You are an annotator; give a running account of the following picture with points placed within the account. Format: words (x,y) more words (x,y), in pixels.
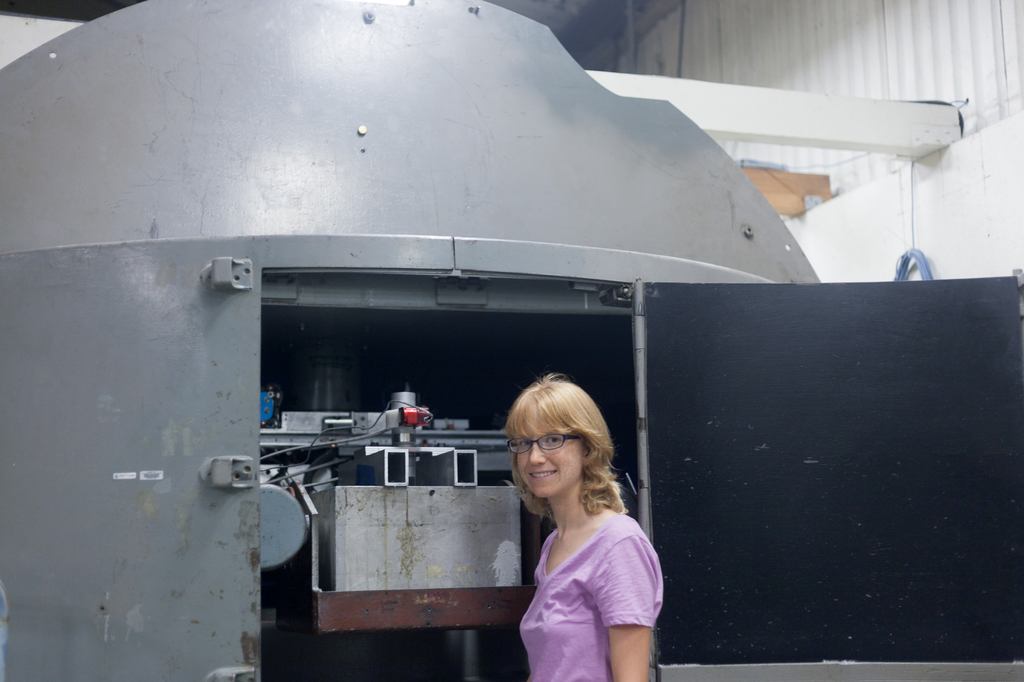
In this image there is a woman (625,638) standing in front of a machine (359,239), in the top right (887,79) there is a pole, wall (793,84).
